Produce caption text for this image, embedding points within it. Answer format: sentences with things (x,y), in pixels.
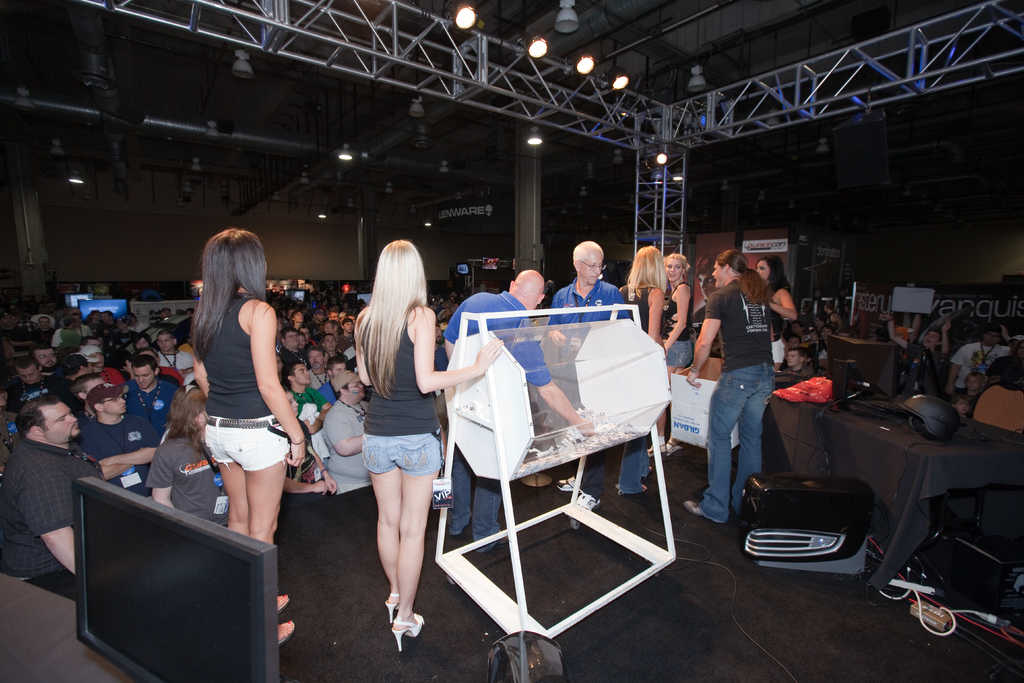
In this image we can see a few people (351,316) in a room (349,304) some are standing below the stage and some are standing on the stage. There is a white color object (521,363) and systems (853,388) and speakers (773,536) on the stage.
